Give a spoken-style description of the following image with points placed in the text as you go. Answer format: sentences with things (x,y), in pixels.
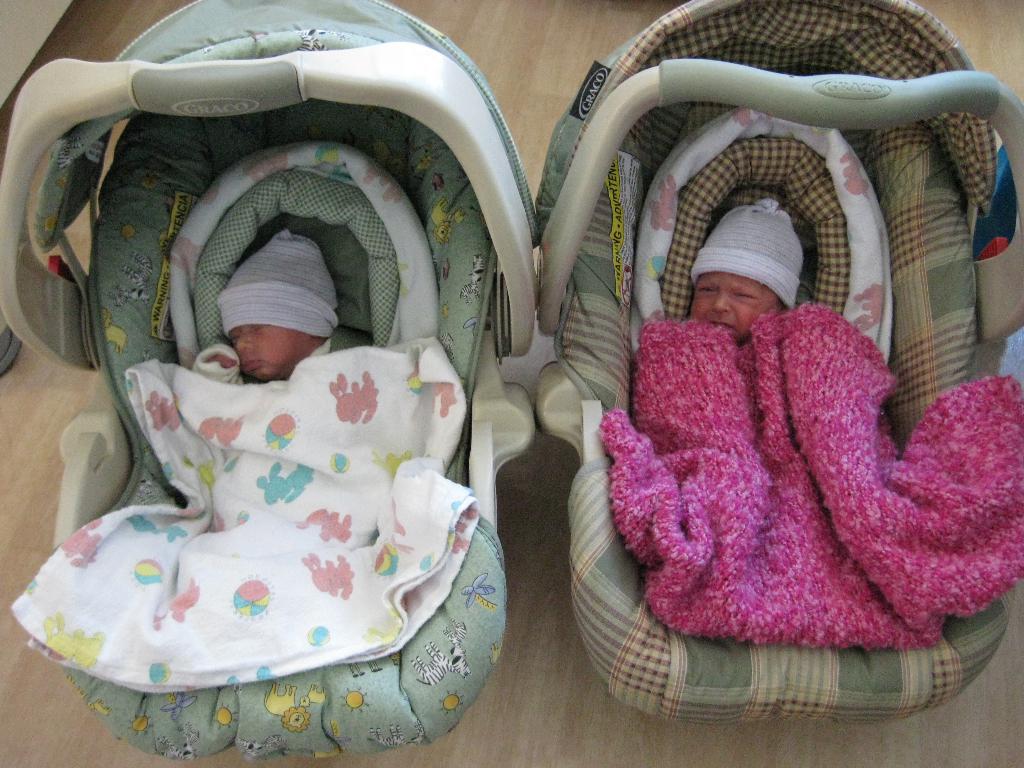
In this picture we can see two baby seater (493,565) here, there are two babies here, we can see two clothes (722,548), at the bottom (523,594) there is floor (530,729).
